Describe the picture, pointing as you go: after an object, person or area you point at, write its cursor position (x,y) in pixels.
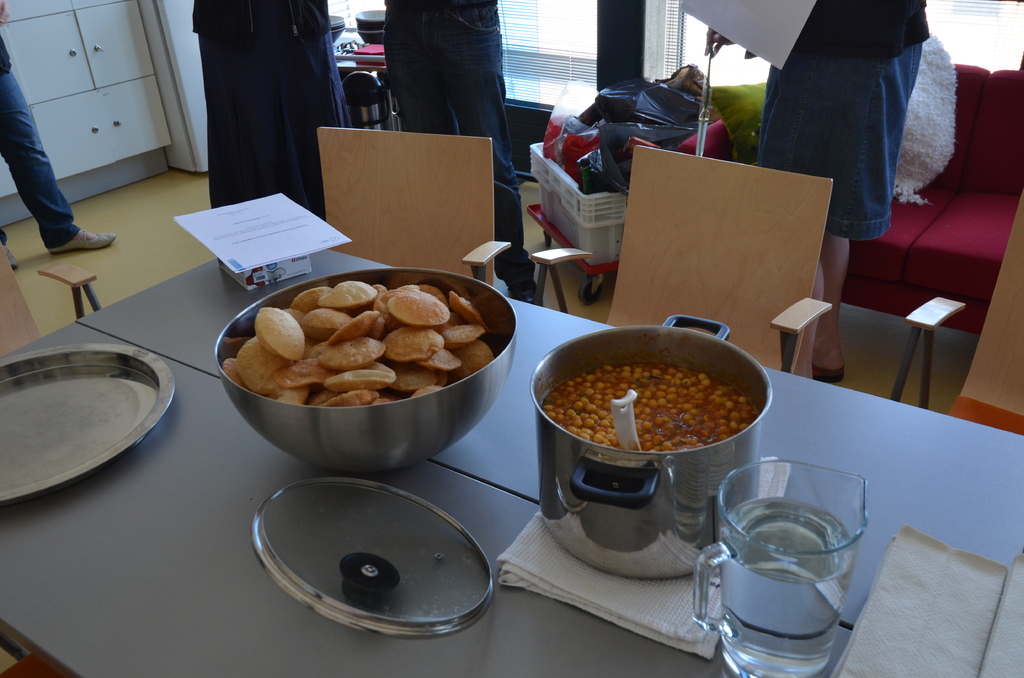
In the foreground of the picture (191,343) there are tables (187,472), jar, clothes (603,582), food items (410,350), paper (269,243), chairs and other objects (222,342). In the picture there are people (497,148), baskets (588,213), covers (687,117), couch (961,157), bowls (361,31), closet (47,85) and other objects (364,46). In the background (574,27) windows (574,27) and window blinds (577,42).
